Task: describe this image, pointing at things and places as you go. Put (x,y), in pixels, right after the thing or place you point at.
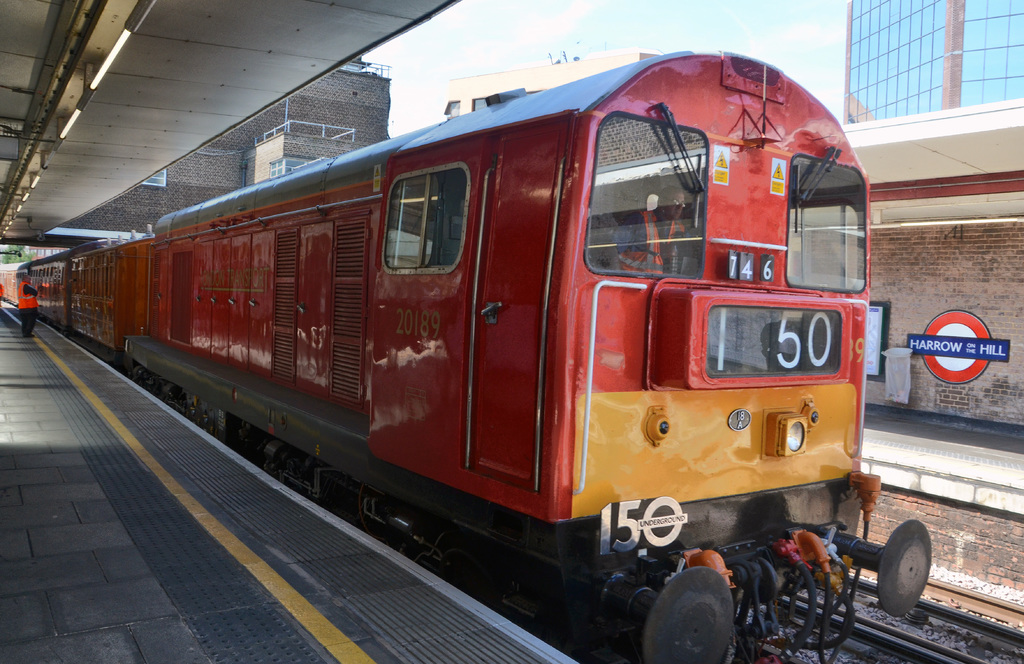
This image is clicked at a railway station (151,497). In the center (565,330) there is a train (618,355) on the railway track (863,606). There are numbers (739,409) on the train (718,412). On the either sides of the train (450,505) there are platforms (986,433). To the left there is a person (25,310) standing on the platform (31,402). There is a shed (99,139) on the platform (72,367). To the right (974,352) there is text (985,350) on the wall (925,379) of the platform (935,447). In the background of buildings (915,50) and the sky (517,32).
